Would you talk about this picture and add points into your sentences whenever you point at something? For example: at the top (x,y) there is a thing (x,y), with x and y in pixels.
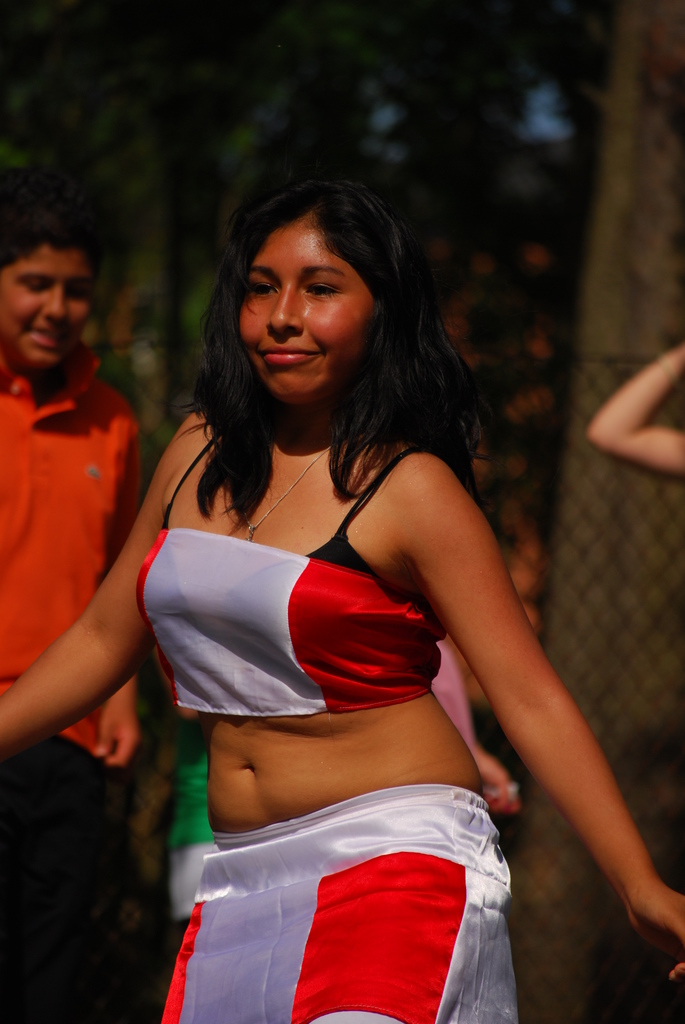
In this image in the middle (298,511) a lady (365,839) is dancing. In the background (615,396) there are few other people (612,400). The background (601,393) is blurry.
